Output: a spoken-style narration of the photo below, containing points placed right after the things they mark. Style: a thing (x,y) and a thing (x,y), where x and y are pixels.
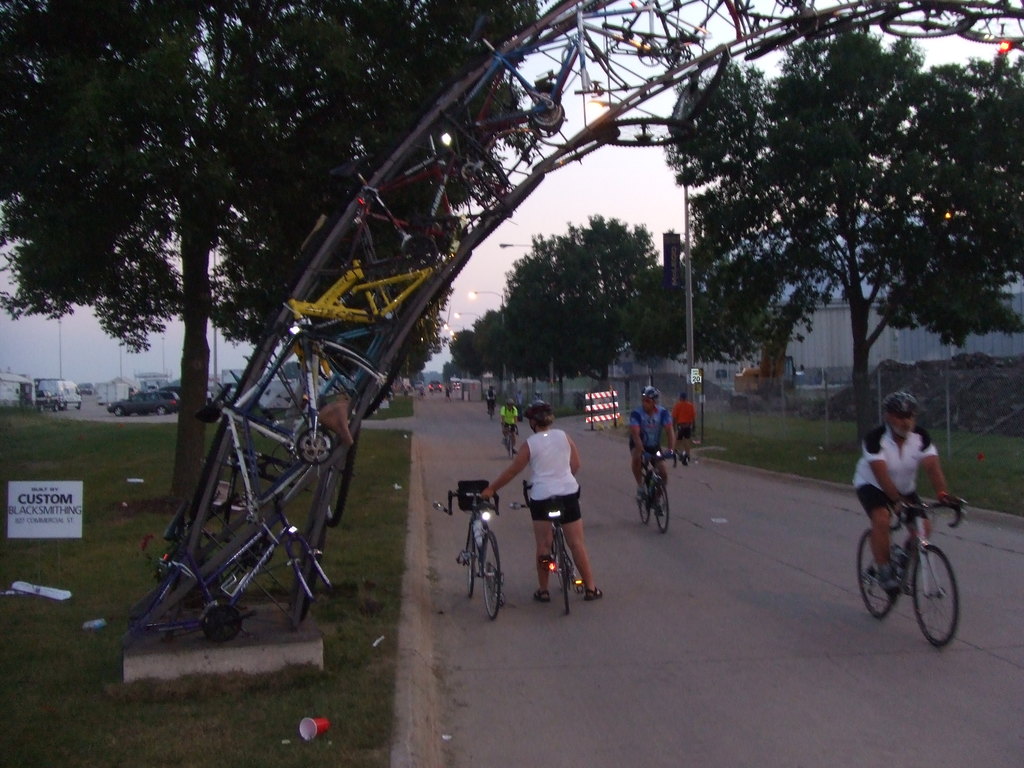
This image consists of many people (592,583) cycling on the road (643,669). On the left (121,704), there is green grass (108,675) on the ground (96,620). In this image, we can see many trees (734,289) and vehicles (166,397). At the bottom (698,699), there is a road (618,727).
